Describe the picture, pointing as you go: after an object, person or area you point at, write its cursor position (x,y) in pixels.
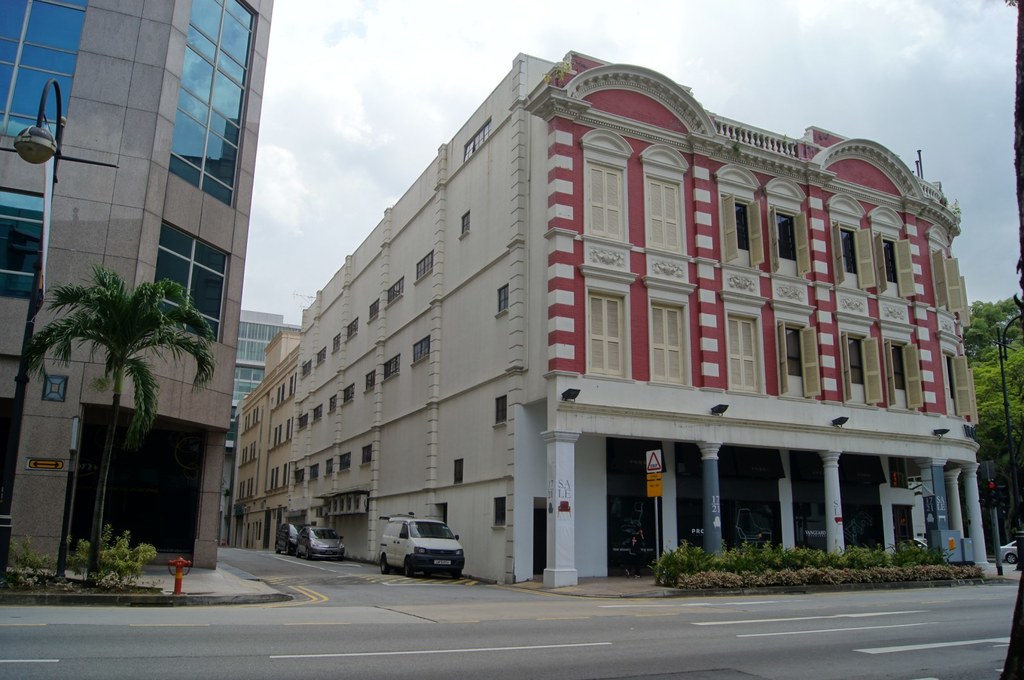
In this image, we can see the road (955,587), there are some plants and we can see a tree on the left side (94,550), there is a street light (43,145) on the left side (36,164), we can see buildings (726,178) and we can see cars (323,557), at the top (898,76) there is a sky (704,33).
